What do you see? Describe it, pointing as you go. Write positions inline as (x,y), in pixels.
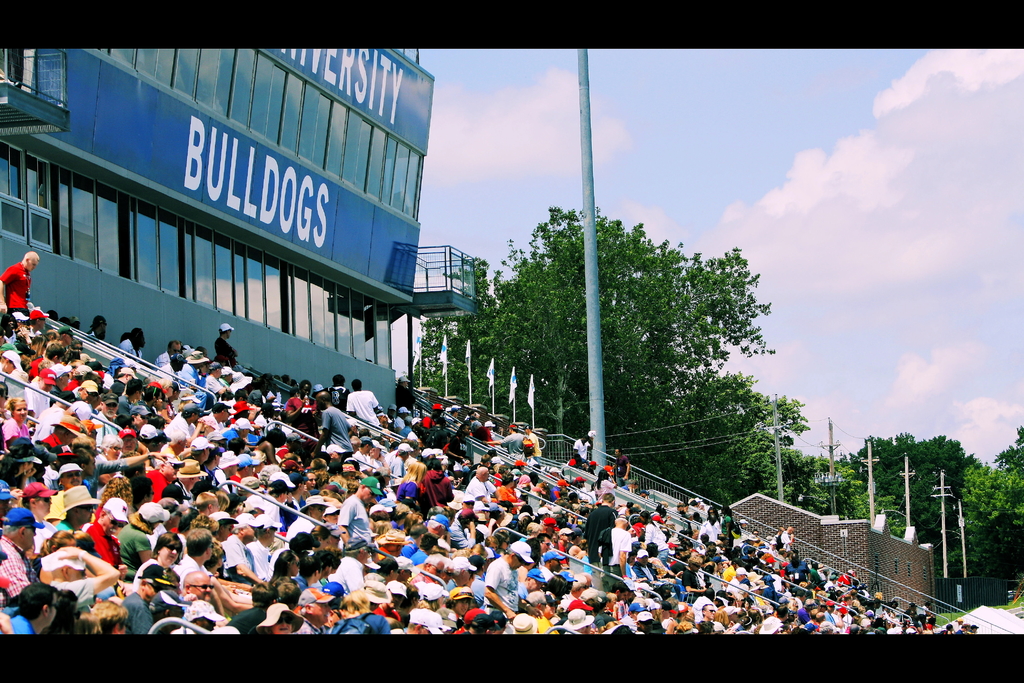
In this image we can see a group of people (279,471) sitting and behind them there is a building (290,220) with some text (301,209), beside it there are flags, compound wall (896,566), current poles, railing (705,572) and some trees (986,563).
